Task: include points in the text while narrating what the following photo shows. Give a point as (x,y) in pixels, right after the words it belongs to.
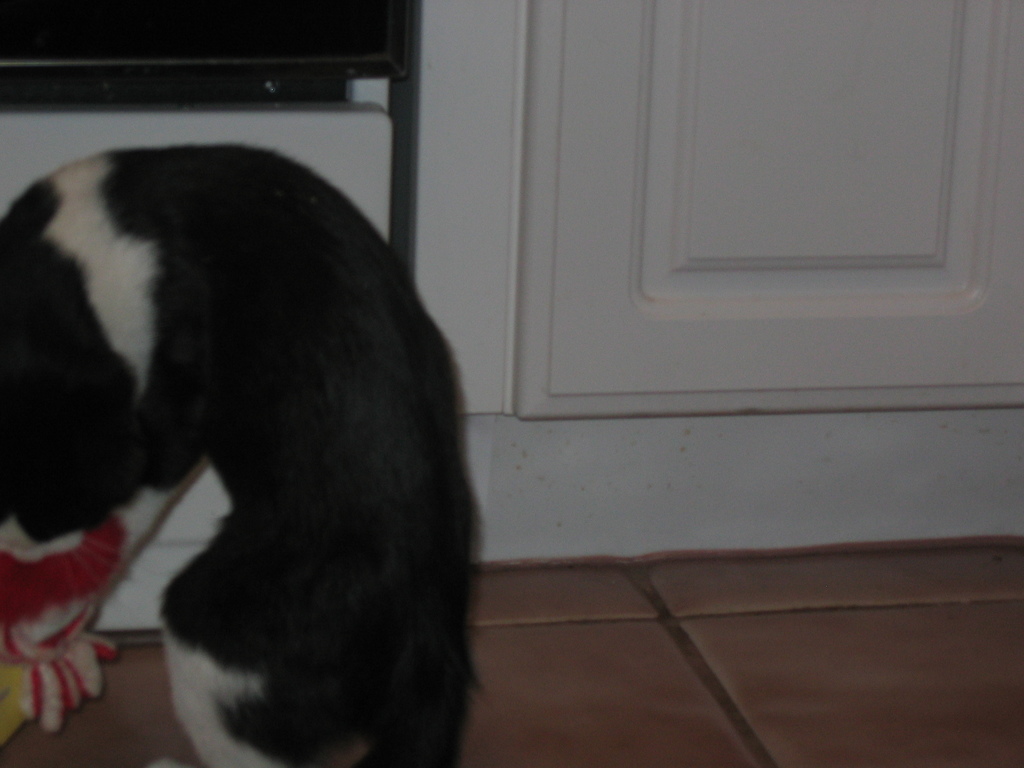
In the foreground of this image (294,530), there is a cat (240,439) on the left side (263,497) on the floor (780,725). In the background (674,152), there is a wall (632,92) and at the top (254,7), there is the screen (215,40).
